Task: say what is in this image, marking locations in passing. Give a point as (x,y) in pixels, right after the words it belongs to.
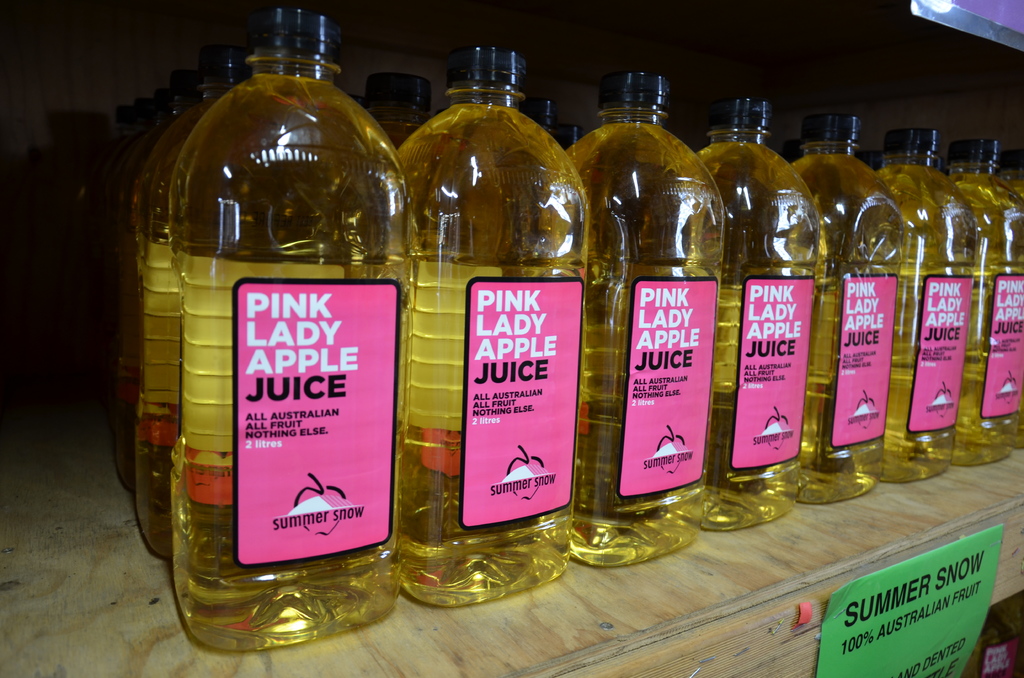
In the image we can see there are bottle (350,415) in which there is fruit juice (457,495) on it it's written "Pink Lady Apple Juice".
